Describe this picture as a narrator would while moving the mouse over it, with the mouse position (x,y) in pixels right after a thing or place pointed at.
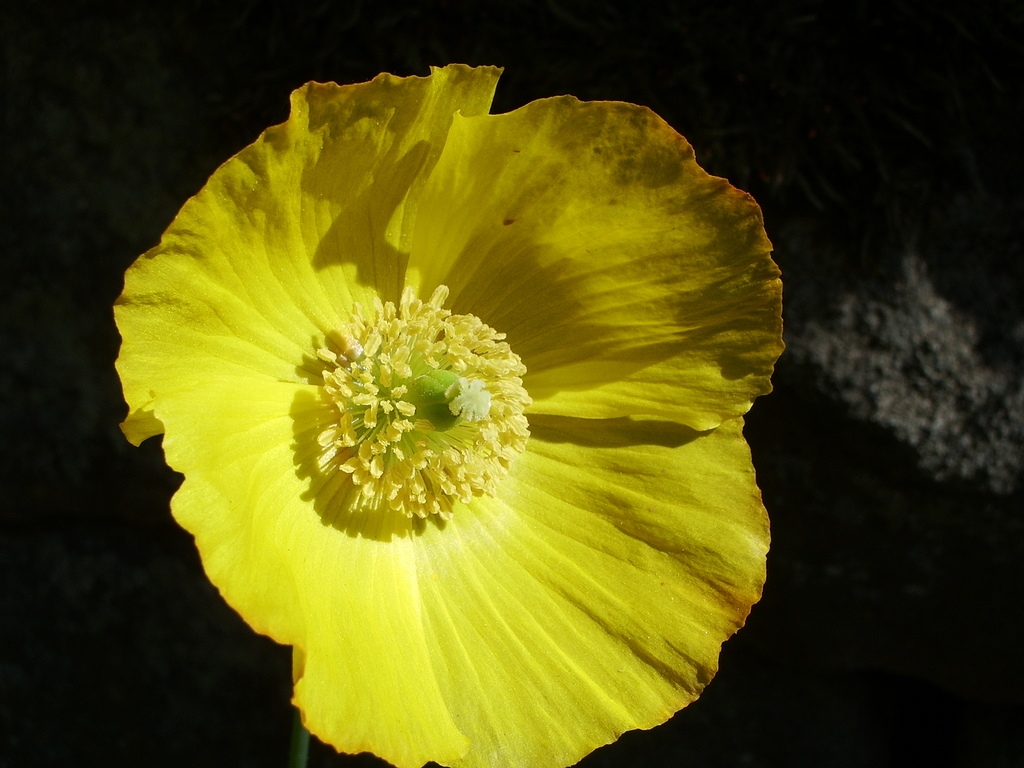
In this image in the foreground (333,399) there is one flower (333,399) which is yellow in color, and in the background (118,144) there is a wall (874,368).
